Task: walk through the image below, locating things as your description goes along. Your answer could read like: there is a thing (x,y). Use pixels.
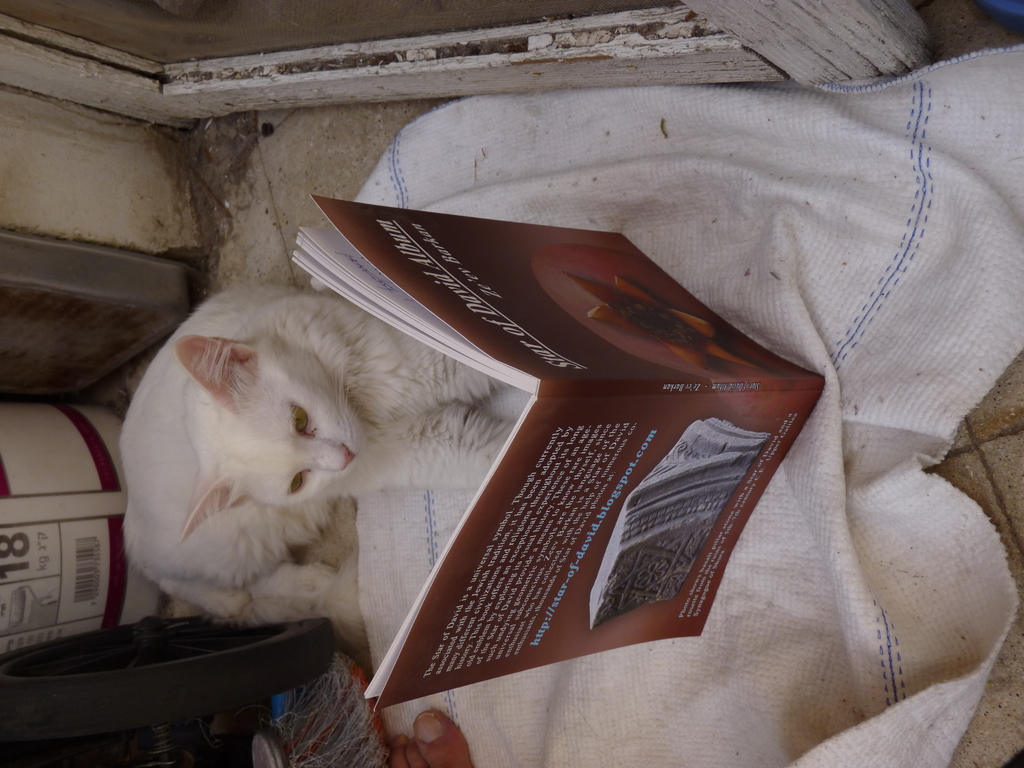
Cat (242,324) is in white color. It is looking towards book (558,401). In-front of this cat (345,401) there is a book (588,403) in red color. Cat (308,420) is sitting on a cloth (625,222). Backside of this cat (230,439), there is a wheel (114,657) and container (80,543). Beside this book (504,377) there is a wood door (495,63).
